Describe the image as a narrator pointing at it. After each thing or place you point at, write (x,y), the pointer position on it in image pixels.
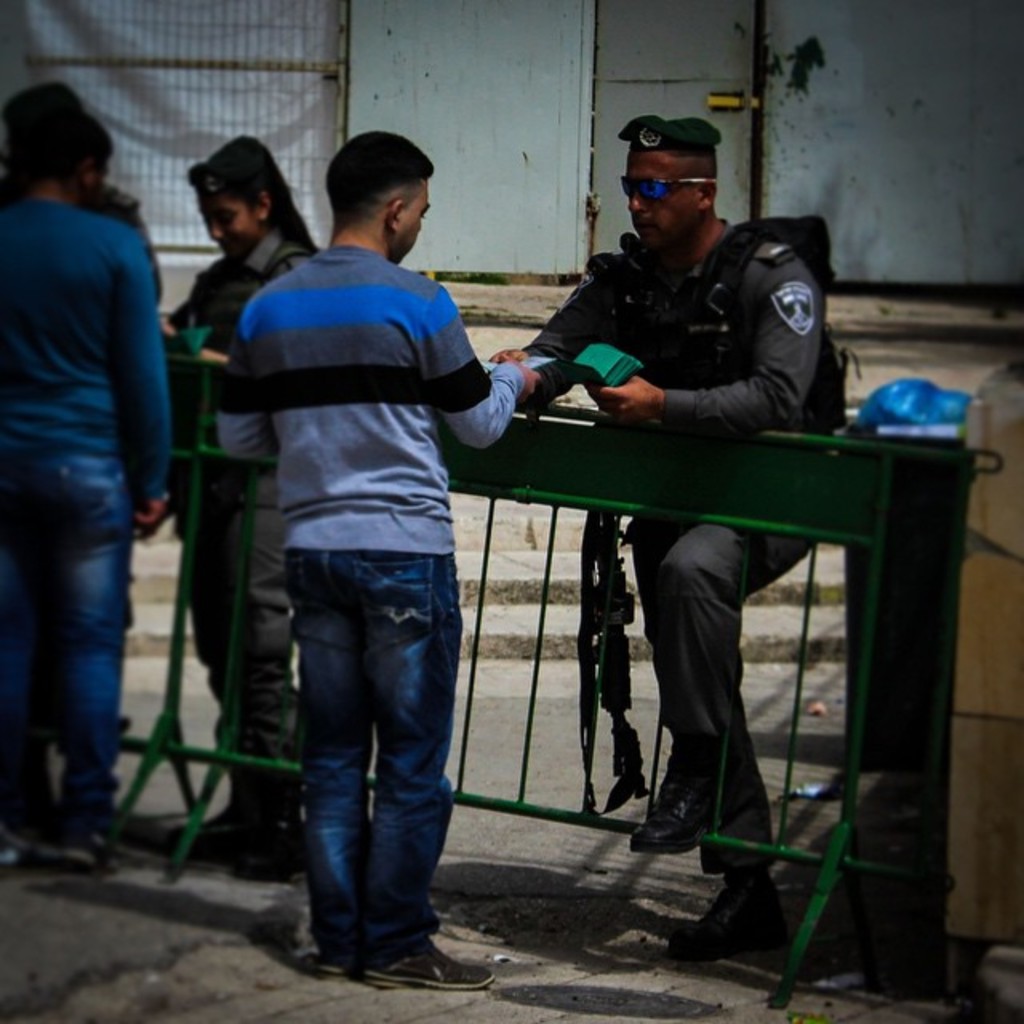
On the left side (86,364), there are two persons (86,349) standing in front of a fence (511,440). One of them is holding a card (547,357). Outside this fence (540,464), there is a person (699,210) in uniform (806,292), wearing a bag (723,270) and placing a hand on this fence (529,472) and there is a woman (264,153) standing. In the background (564,548), there are steps (564,548) and a wall (487,208) having a door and a fence (101,56).
